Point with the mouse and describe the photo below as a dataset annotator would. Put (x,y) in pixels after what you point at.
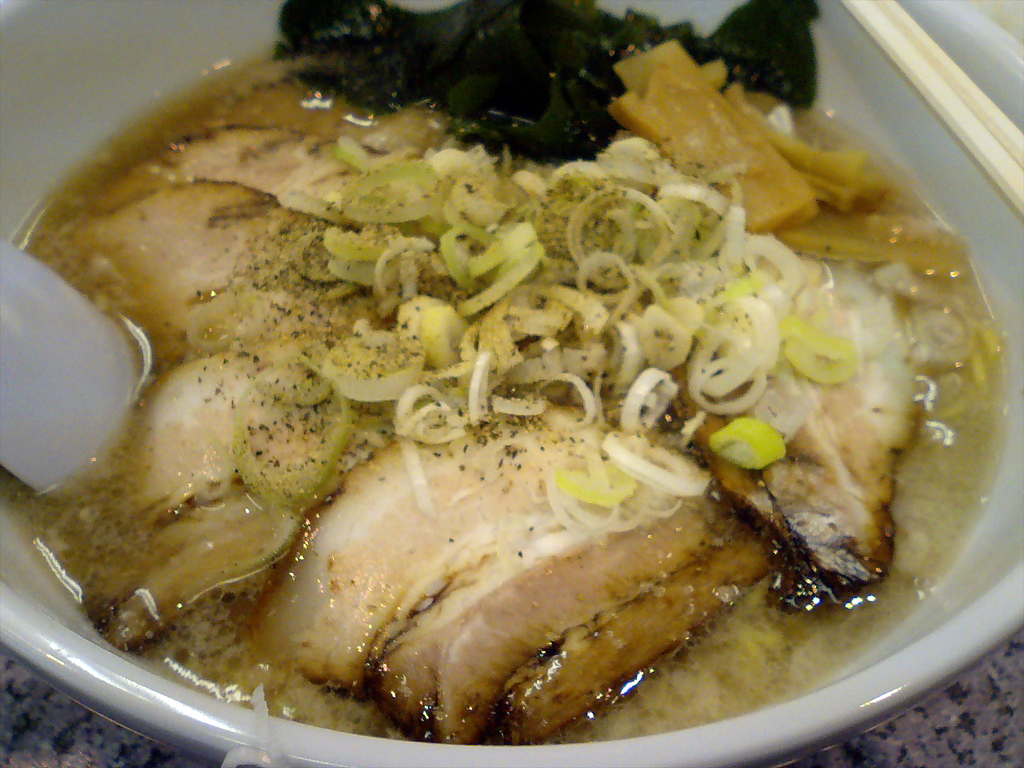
In this image I can see food (671,442) in the bowl (910,667).
